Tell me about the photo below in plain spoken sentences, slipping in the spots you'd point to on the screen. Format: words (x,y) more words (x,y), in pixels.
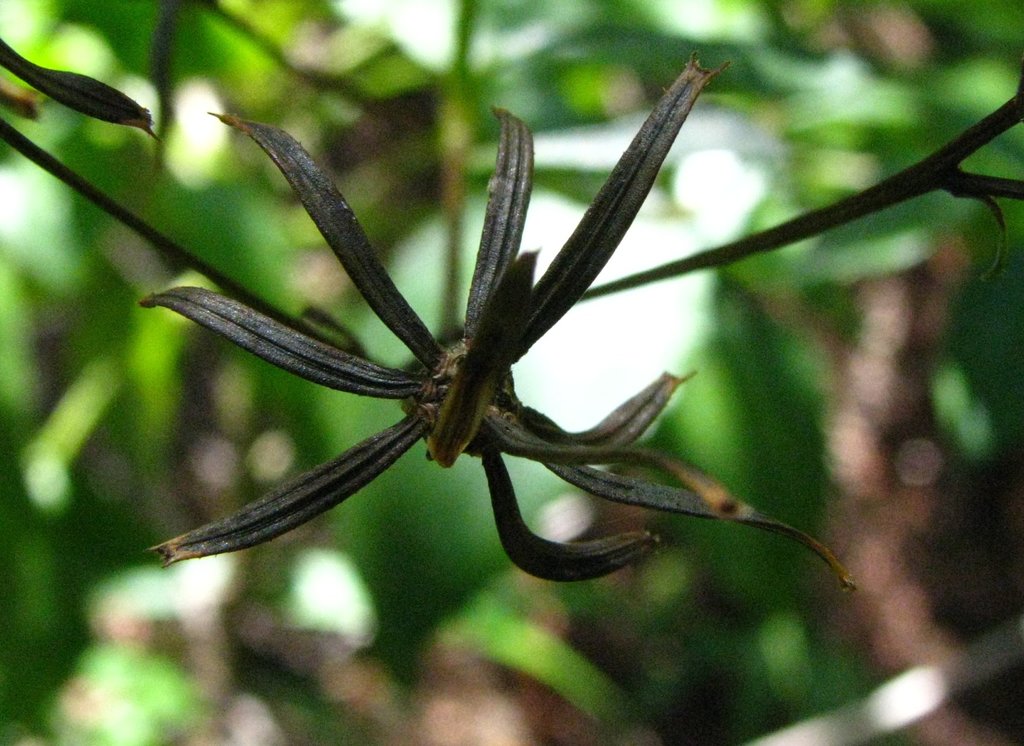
In this picture I can see a plant (537,417) and looks like a tree (472,243) in the background (16,268).
